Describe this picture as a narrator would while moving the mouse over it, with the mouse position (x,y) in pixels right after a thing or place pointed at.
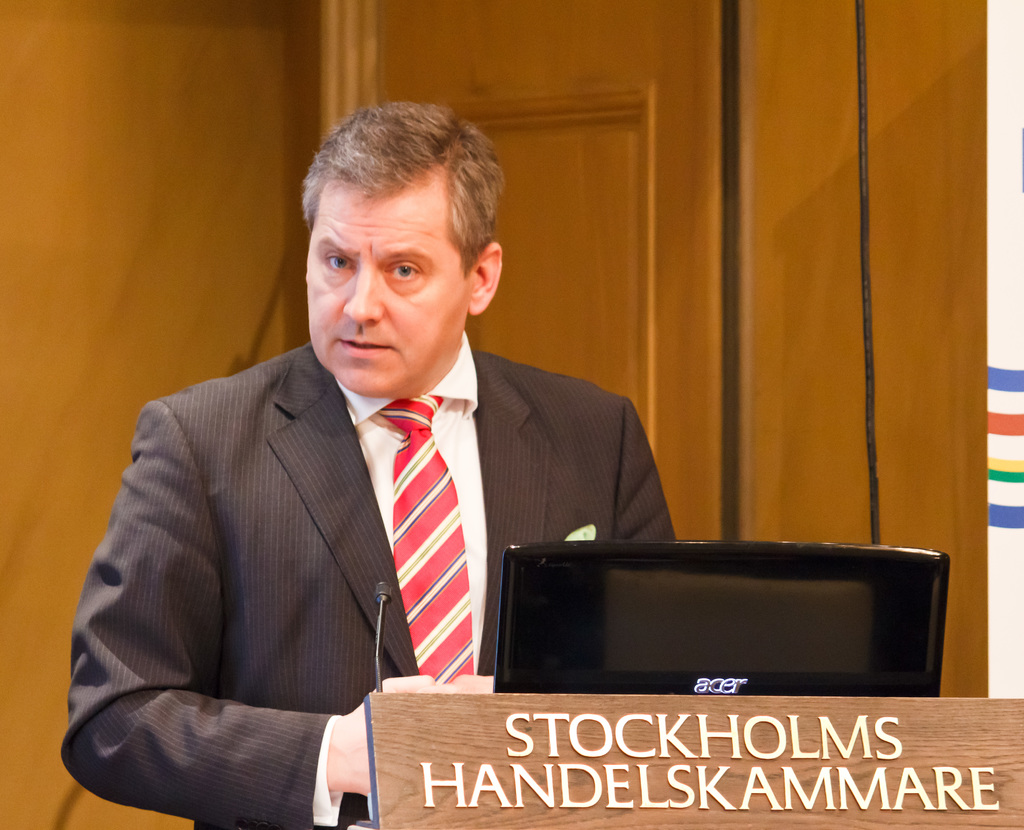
This image is taken indoors. In the background (722,201) there is a wall (167,231) and there is a door (672,287). At the bottom of the image (586,769) there is a name board (478,771) on the podium (611,762). There is a laptop (615,643) and a mic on the podium (386,797). In the middle of the image a man (279,570) is standing on the floor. He has worn a suit (401,670), a tie (423,501) and a shirt (451,460).
